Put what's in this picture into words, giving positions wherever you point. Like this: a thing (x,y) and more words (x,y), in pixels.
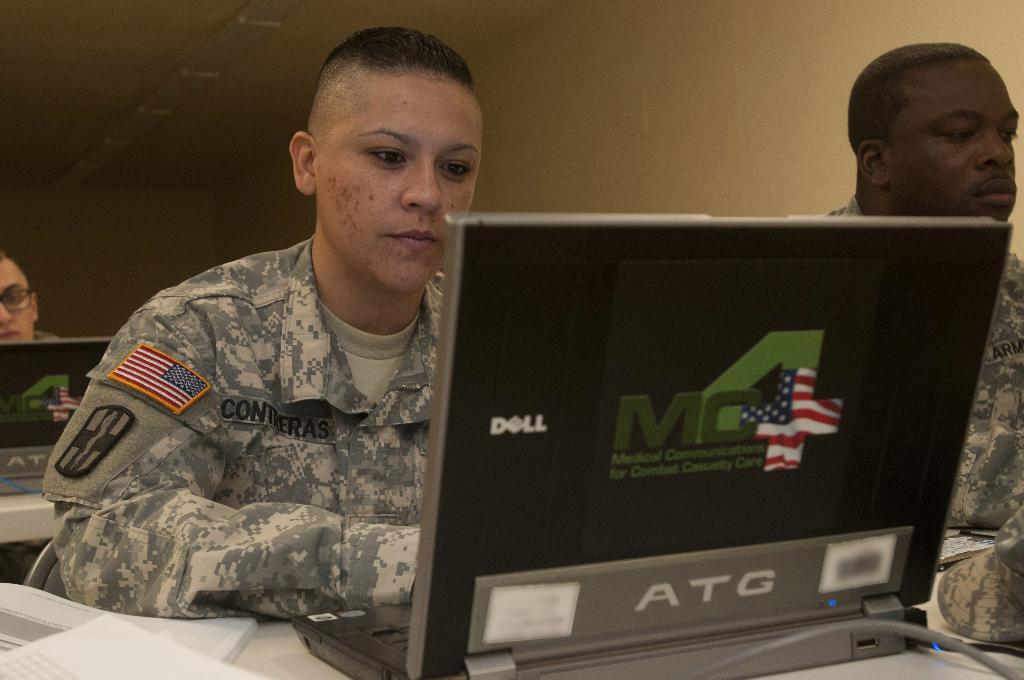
In this image we can see three persons (132,315), a person (259,388) is sitting on a chair (52,575), there are books (94,646), laptop (541,447) and a cap (1018,577) on the table (276,665).
